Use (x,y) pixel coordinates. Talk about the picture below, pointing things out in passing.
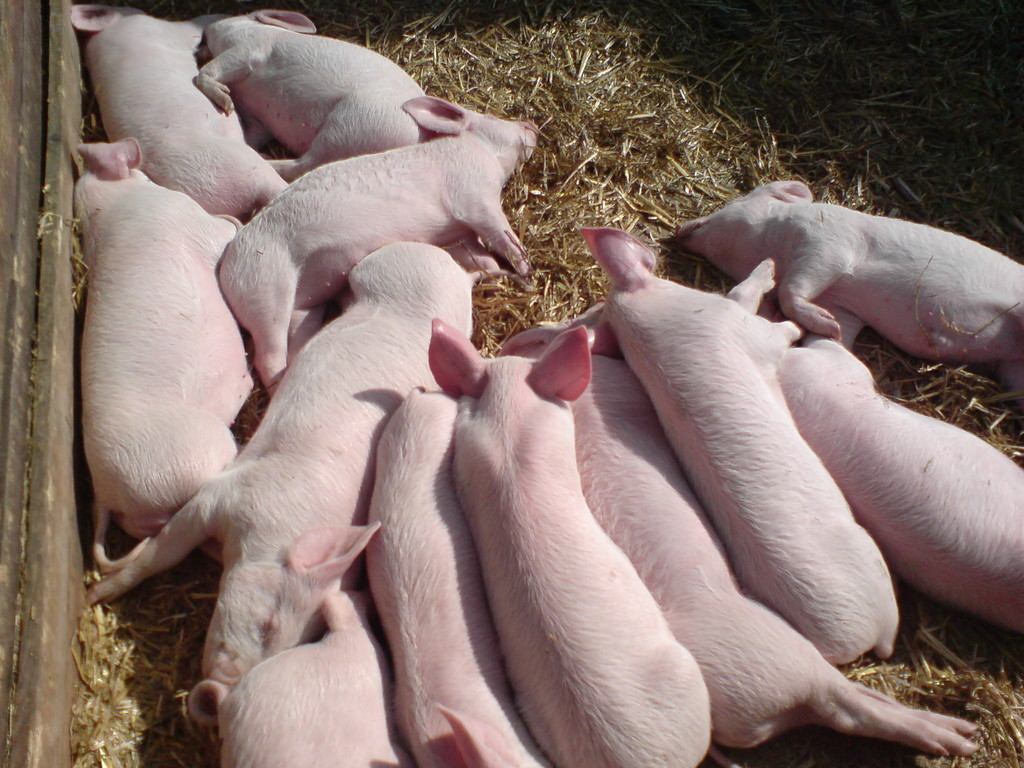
In this image, we can see animals (1000,346) which are on the grass (868,19). On the left side (21,409), we can see a wood wall (48,495).
